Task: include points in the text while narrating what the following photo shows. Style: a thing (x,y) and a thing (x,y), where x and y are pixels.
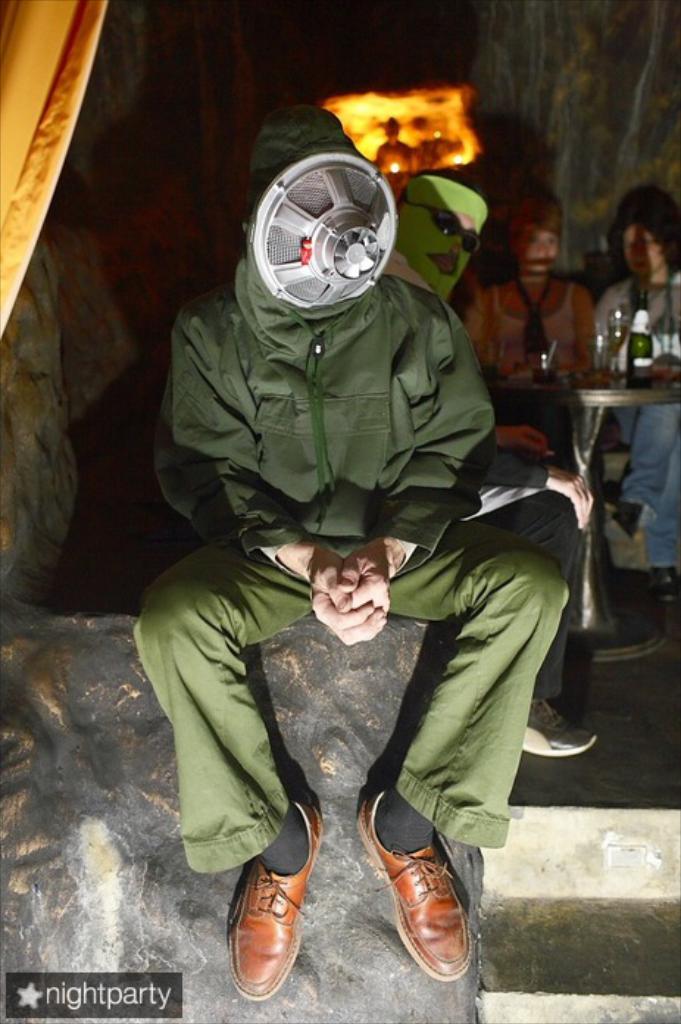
In this image we can see some people (279,437) sitting. In that two men (406,429) are wearing the mask (351,198). We can also see a staircase (573,962), light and a table (597,448) containing some glasses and a bottle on it.
